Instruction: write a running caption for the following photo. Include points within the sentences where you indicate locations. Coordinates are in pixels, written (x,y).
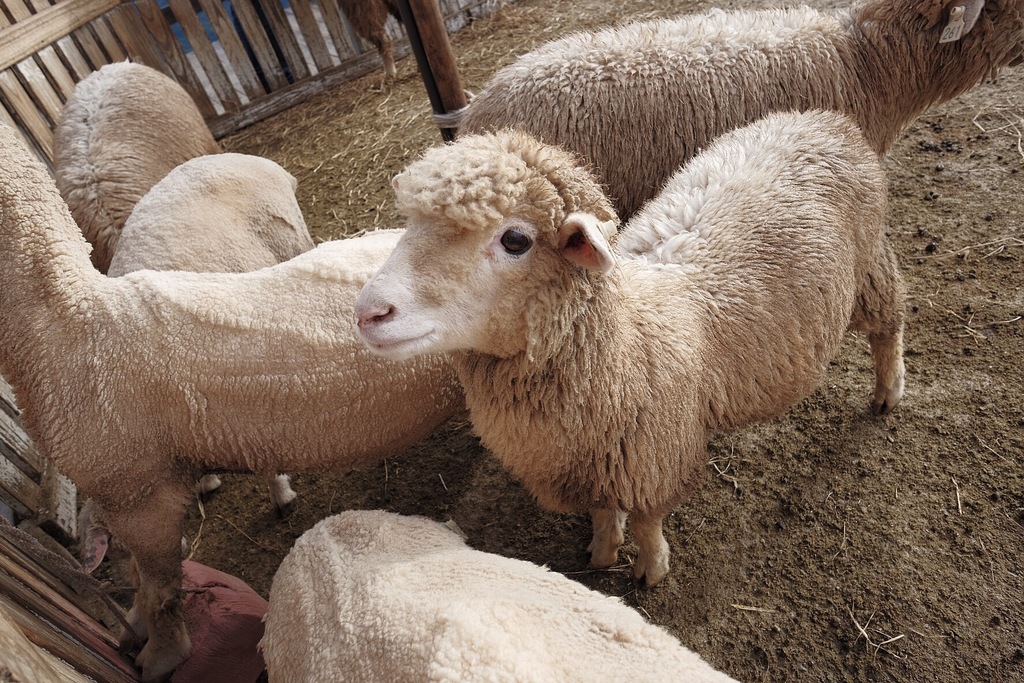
In the foreground of this image (613,494), there are six sheep (466,319) on the ground (872,569). In the background (58,58), there is a pole (422,60) and the railing (99,56).
